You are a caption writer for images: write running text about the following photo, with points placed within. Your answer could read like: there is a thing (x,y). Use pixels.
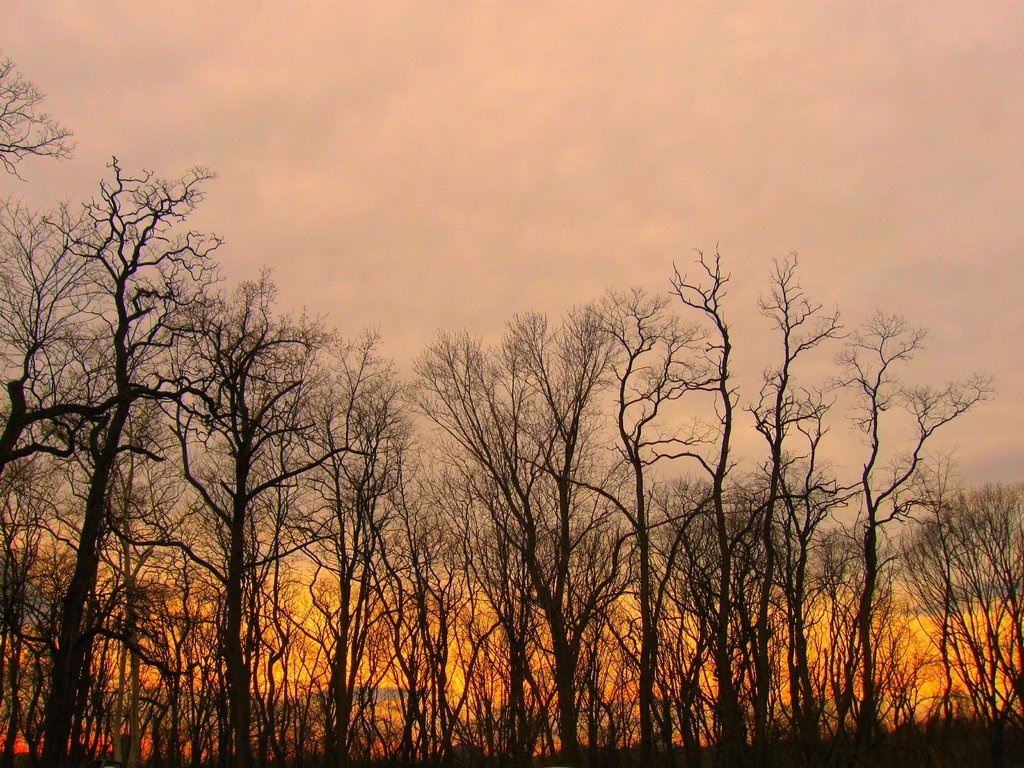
In the picture I can see so many trees (701,513) and clouded sky (743,338).
